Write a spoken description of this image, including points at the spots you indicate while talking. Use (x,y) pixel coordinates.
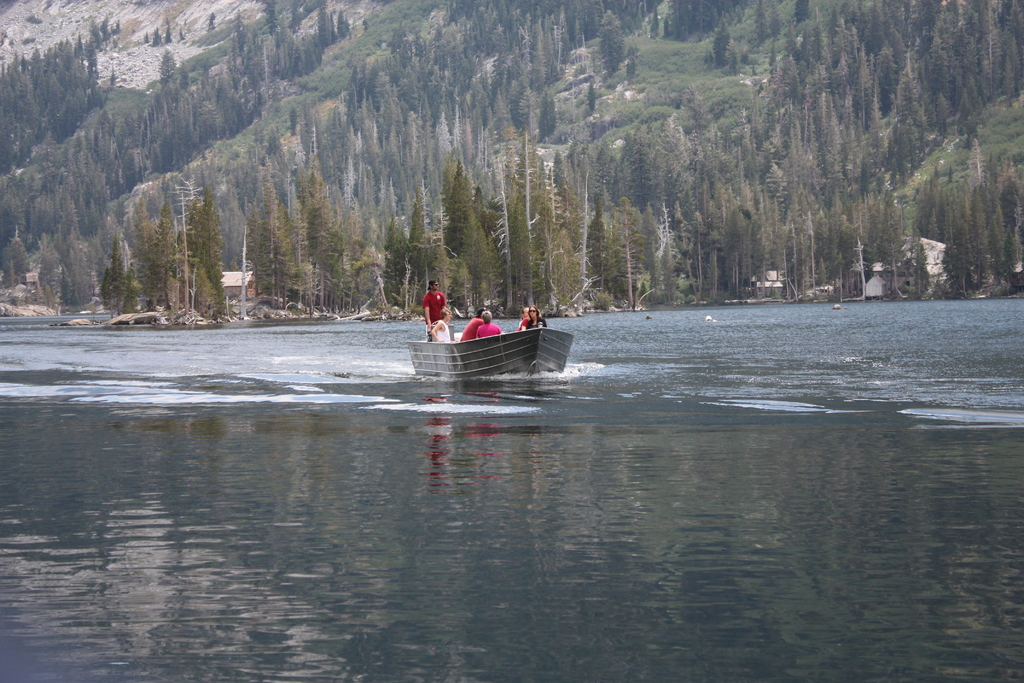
In this image we can see a group of people (531,327) sitting in a boat (444,358) placed in the water (564,398). One person (429,314) wearing a red t shirt (439,301) is standing. In the background (968,268), we can see a group of trees (860,261), buildings (880,264) and mountains (201,74).
